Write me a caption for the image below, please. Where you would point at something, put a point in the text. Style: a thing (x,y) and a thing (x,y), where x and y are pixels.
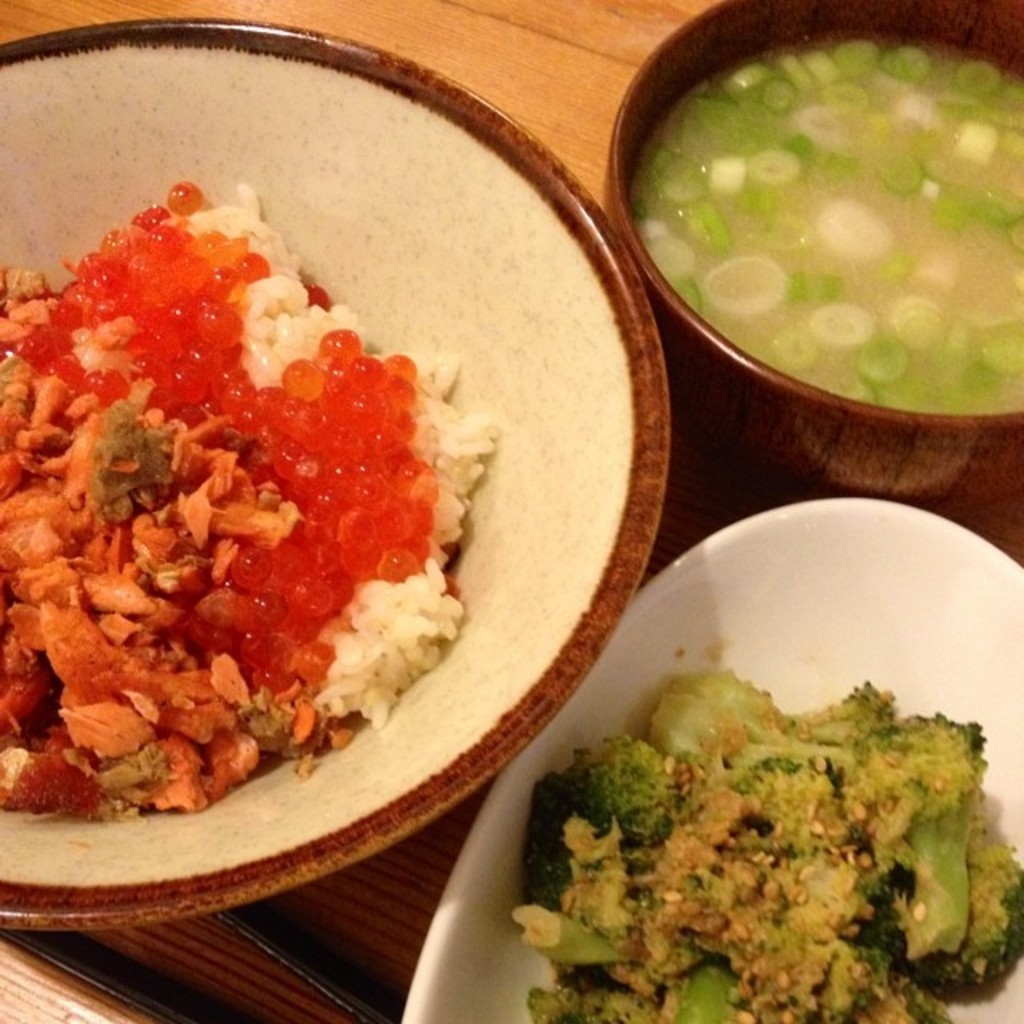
In this image, we can see food items (704,847) and there are bowls (533,487) and a plate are placed on the table (210,954) and there is a holder (123,1000).
